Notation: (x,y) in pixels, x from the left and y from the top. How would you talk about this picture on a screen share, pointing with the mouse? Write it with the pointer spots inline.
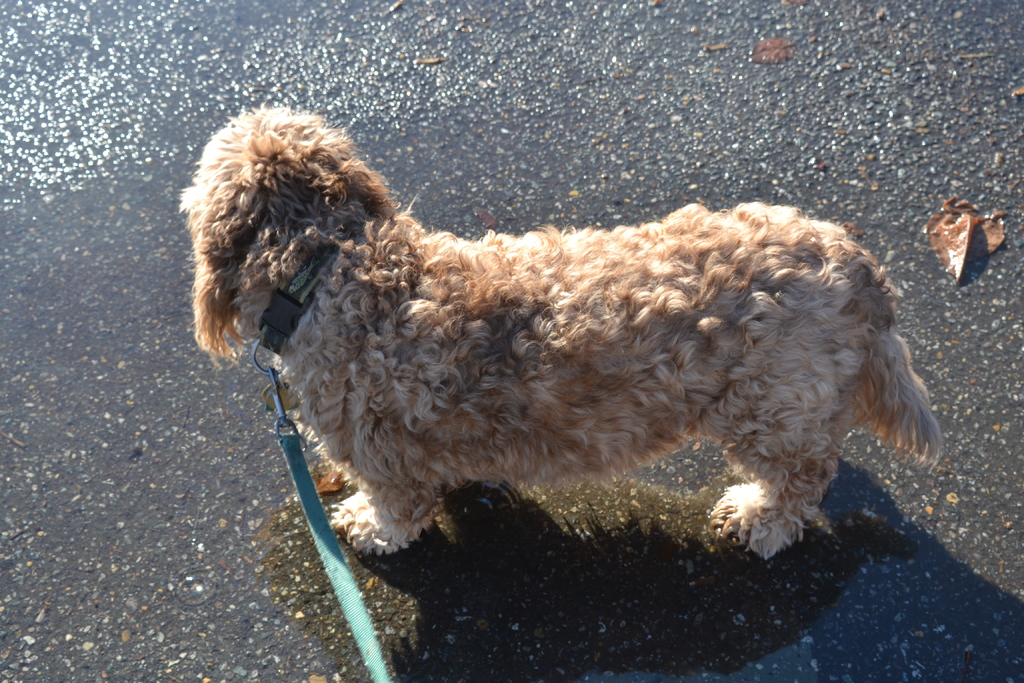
In this image we can see a dog (374,323) with a leash (314,505) on the ground (572,508).
